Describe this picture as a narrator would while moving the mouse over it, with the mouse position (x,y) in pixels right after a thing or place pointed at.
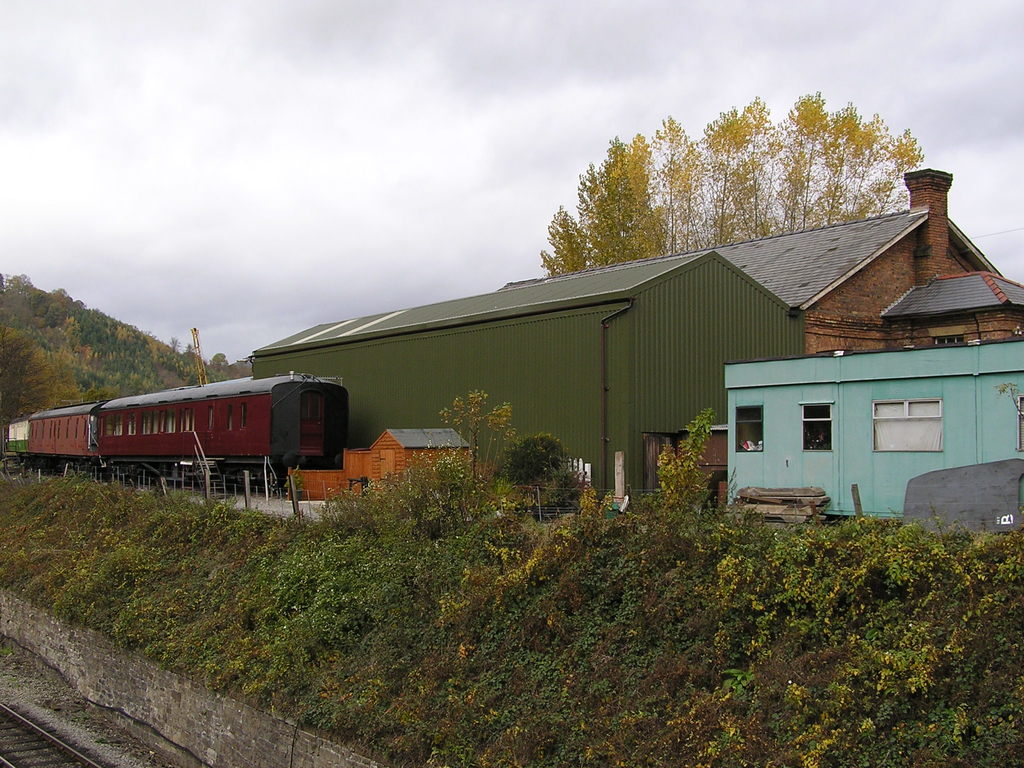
In this image in the front (431,509) there are plants (547,634). In the center (393,366) there is a train (134,434) and there are sheds (763,369). In the background (218,314) there are trees (758,201) and the sky (564,196) is cloudy.
